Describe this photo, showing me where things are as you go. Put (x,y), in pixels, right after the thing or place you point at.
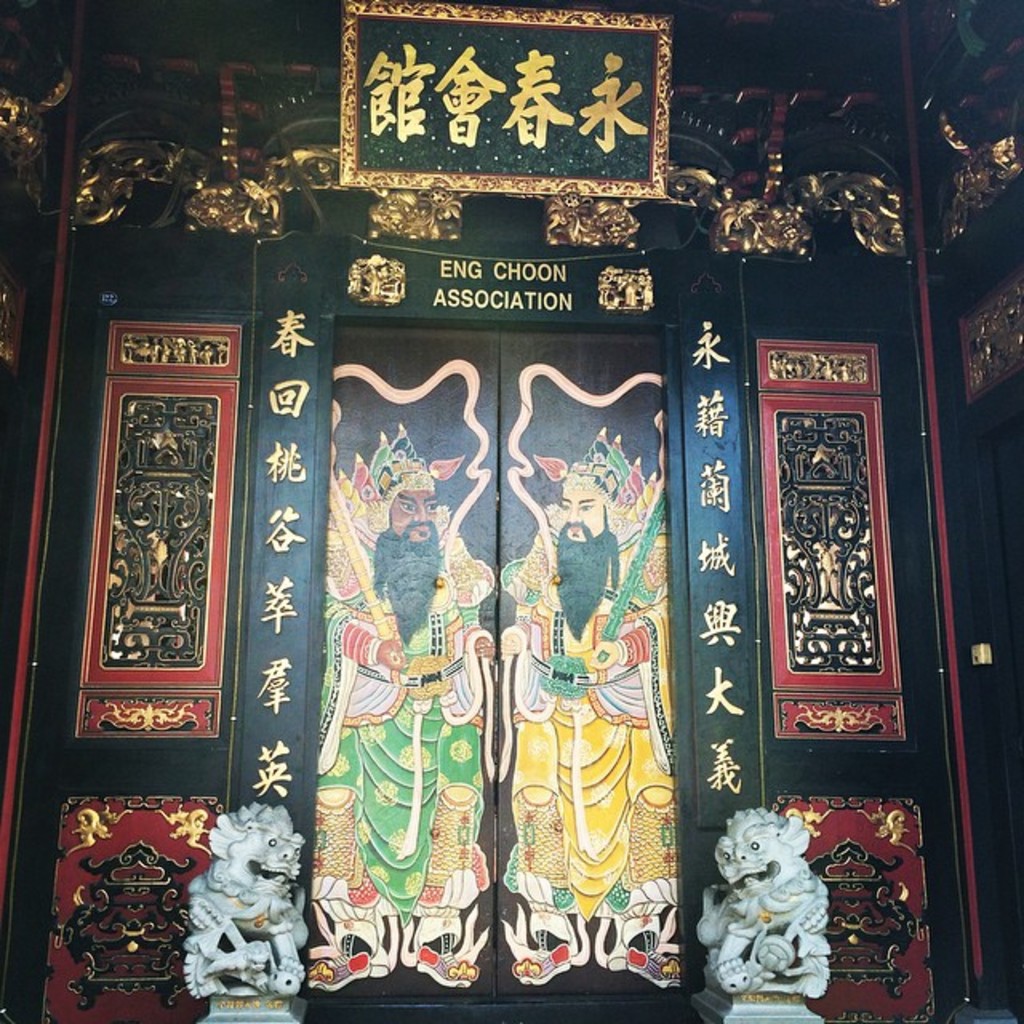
In this picture there is a door (624,742) with painting (434,608) on it with some Chinese language (408,60). On the top (459,165) there is a photo frame (500,156) and on the front (276,878) bottom side there are two small lion statues (264,917).
